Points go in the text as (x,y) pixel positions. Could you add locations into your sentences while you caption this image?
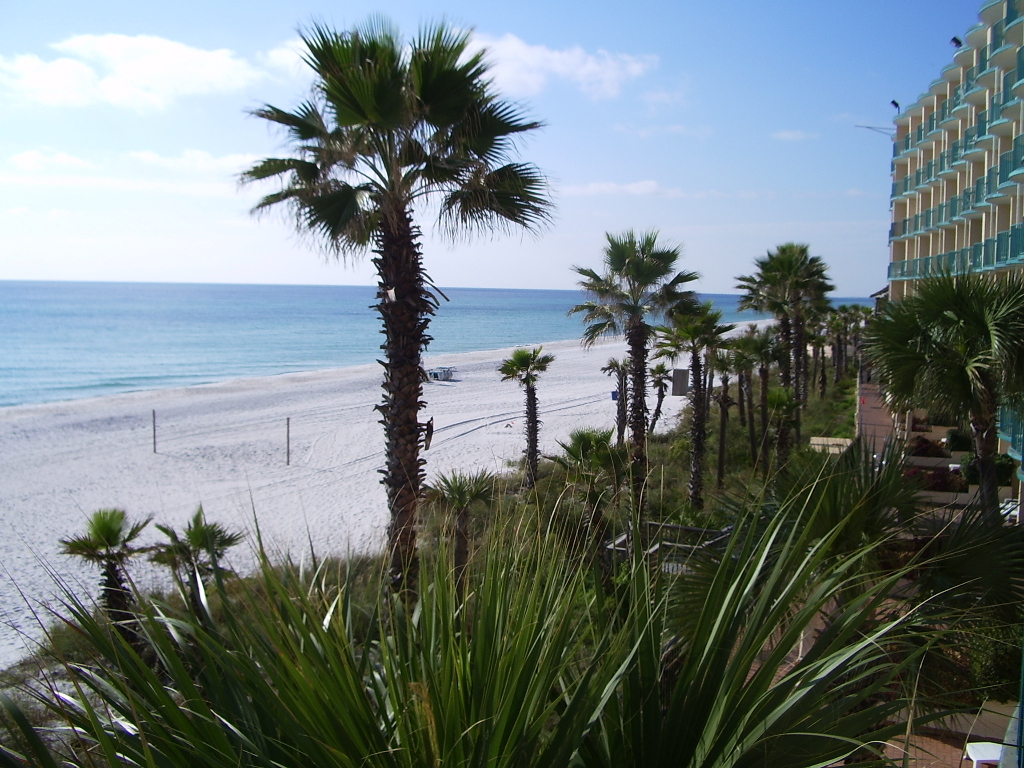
In this image we can see sea (312,337), sea shore (381,459), sky (885,216) with clouds (170,187), trees (453,486), plants (636,599), grass (822,601), pavement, buildings (973,205) and electric lights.
